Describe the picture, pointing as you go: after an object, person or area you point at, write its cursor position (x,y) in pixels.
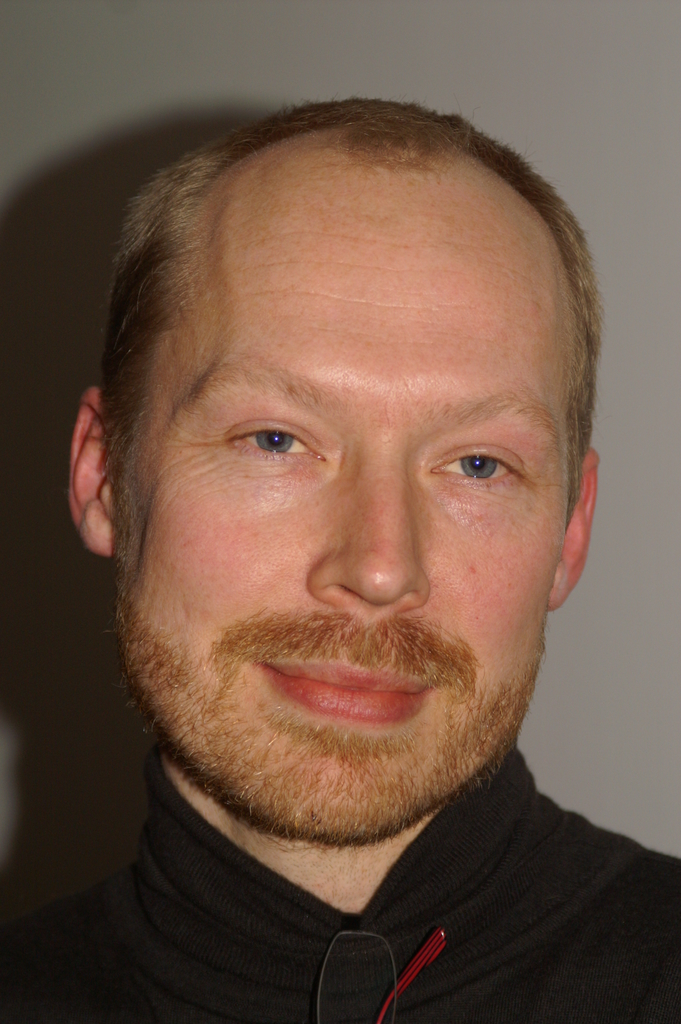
Here we can see a man (357,580) and in the background (197,139) we can see the shadow (39,428) of the man (175,534) on the wall (61,417).
